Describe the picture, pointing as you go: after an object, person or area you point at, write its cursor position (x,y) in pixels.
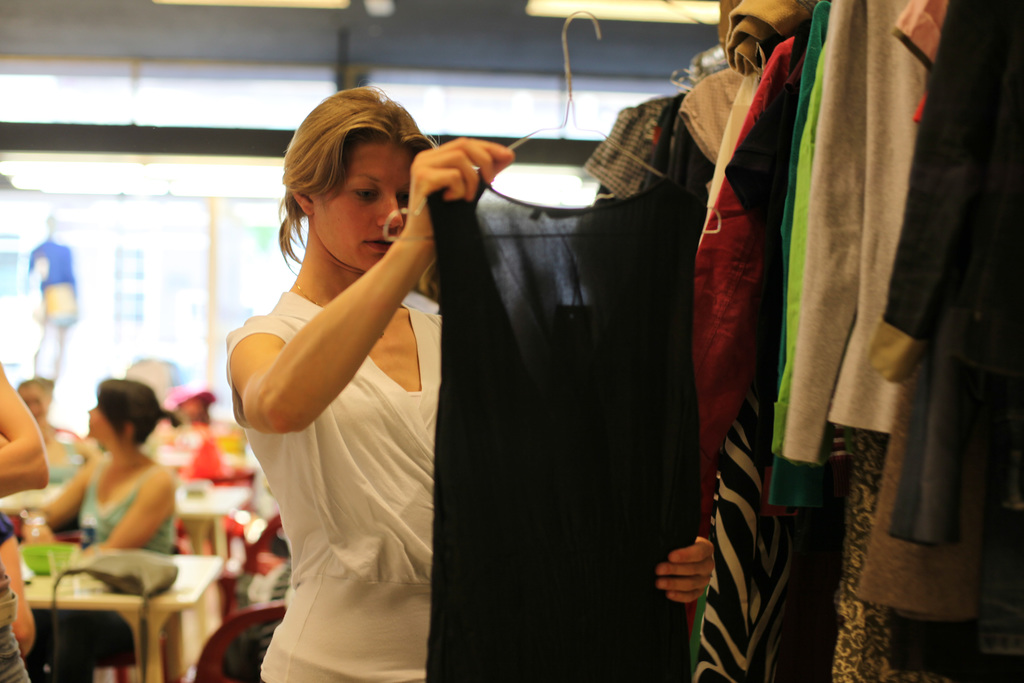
In the foreground of this image (483,357), on the right (808,413), there are few clothes (851,422) hanging and a woman (360,373) standing and holding a dress (609,418). On the left (155,508), there are few people (115,471) sitting in front of tables (192,597) on which there is a bag (128,563) and few objects (64,553). In the background (198,268), there is a glass wall (162,281).
